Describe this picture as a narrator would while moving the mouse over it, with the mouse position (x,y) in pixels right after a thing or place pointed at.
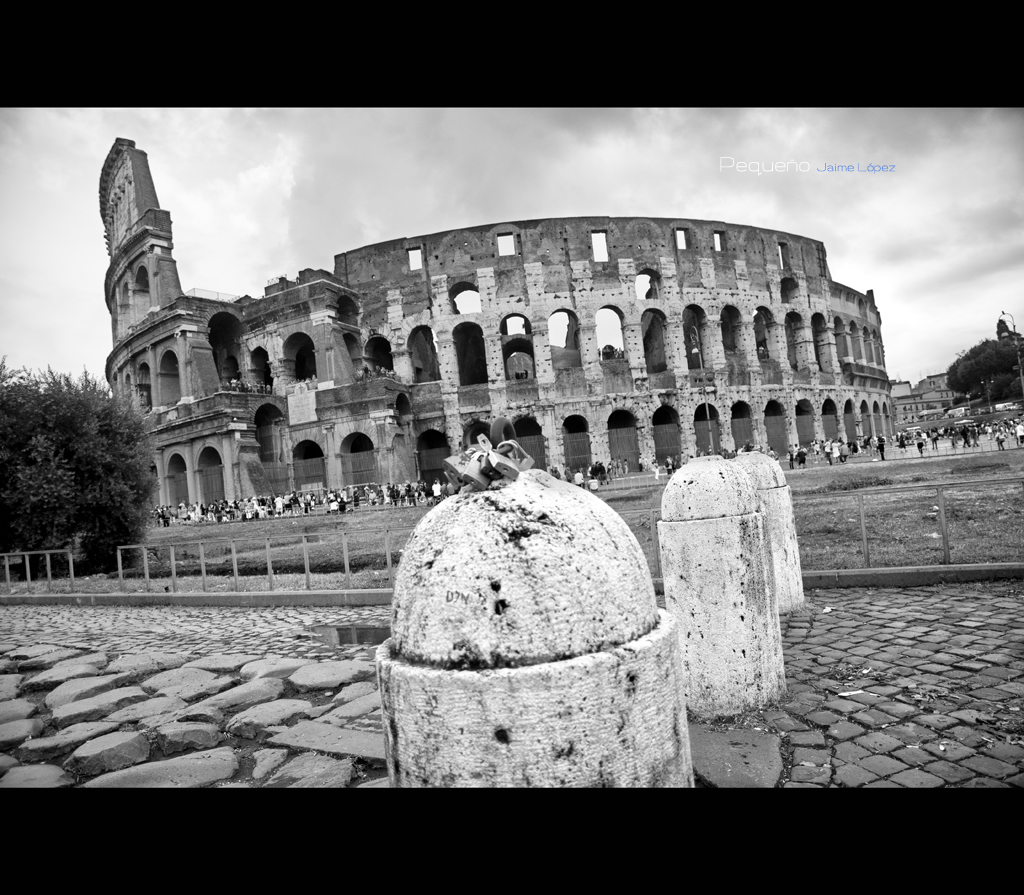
In this image we can see black and white picture of a building (735,345) with group of windows (795,346) and arches (670,410) and group of people (920,447) standing on the ground (864,454). In the foreground (577,599) we can see a group of poles (549,570). In the background (39,463), we can see some trees (996,355) and cloudy sky (724,172) and some text (806,172).
